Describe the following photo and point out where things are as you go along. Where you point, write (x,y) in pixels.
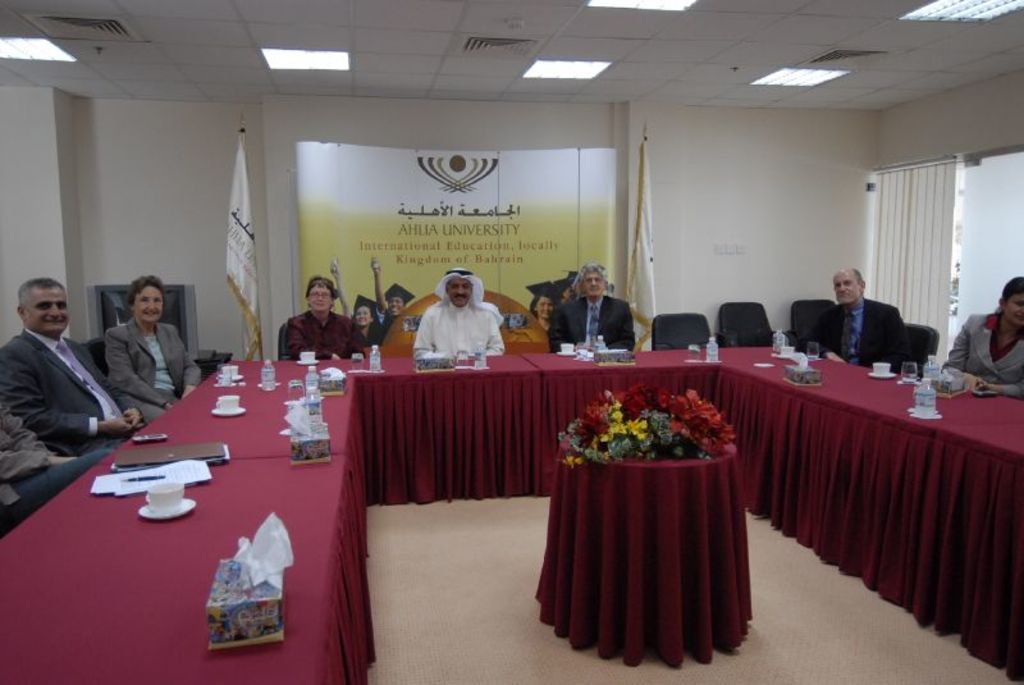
In this picture I can see group of people (1021,295) sitting on the chairs (829,316). I can see cups (784,356) with saucers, papers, water bottles (776,344), tissues boxes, flowers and some other objects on the tables (634,378). I can see flags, board (415,283), lights (1023,4), television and some other objects (923,289).
